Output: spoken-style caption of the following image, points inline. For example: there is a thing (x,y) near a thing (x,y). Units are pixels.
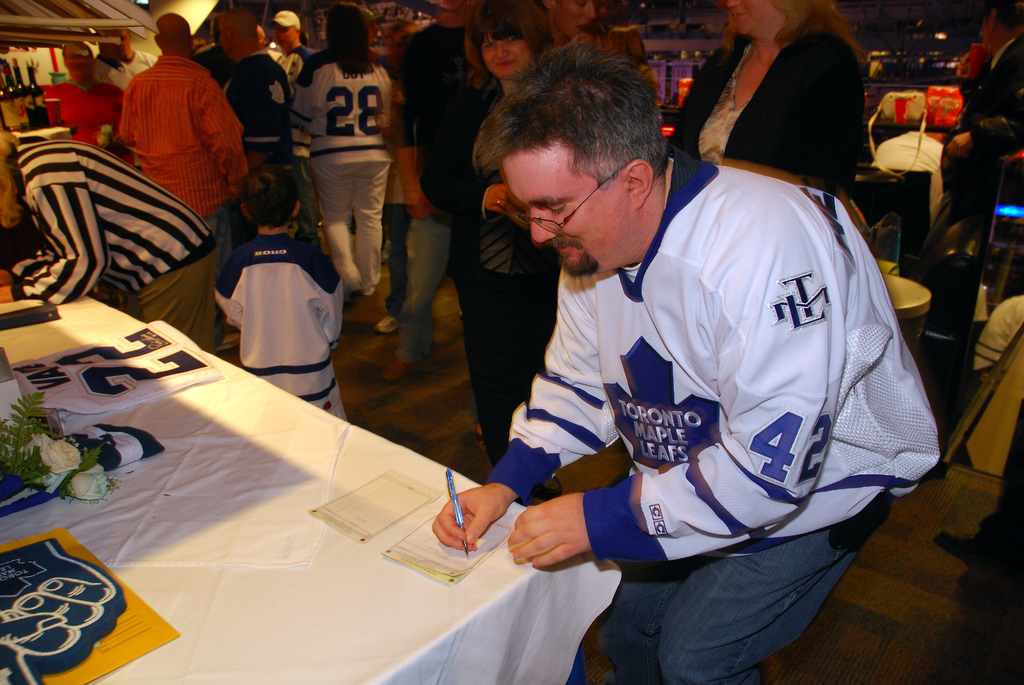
In this picture we can observe a person (672,381) wearing a white color T shirt (669,397) and writing something on the paper (421,546) placed on the table (278,584). There is a white color cloth (202,588) on the table (176,473). We can observe some people (375,144) in the background (436,58). There are men (422,120) and women (766,96). We can observe a kid (251,273) here.
